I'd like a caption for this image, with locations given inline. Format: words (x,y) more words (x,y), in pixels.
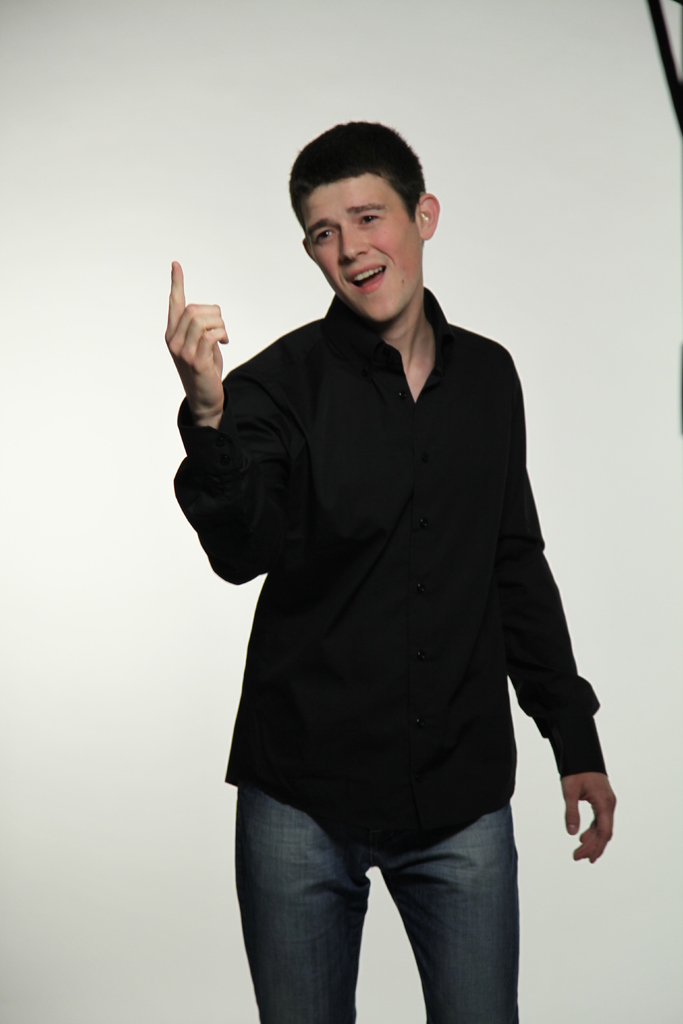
In this image I see a man (421,390) who is standing and I see that he is wearing black shirt (373,507) and blue jeans (349,916) and it is white in the background (584,977).
